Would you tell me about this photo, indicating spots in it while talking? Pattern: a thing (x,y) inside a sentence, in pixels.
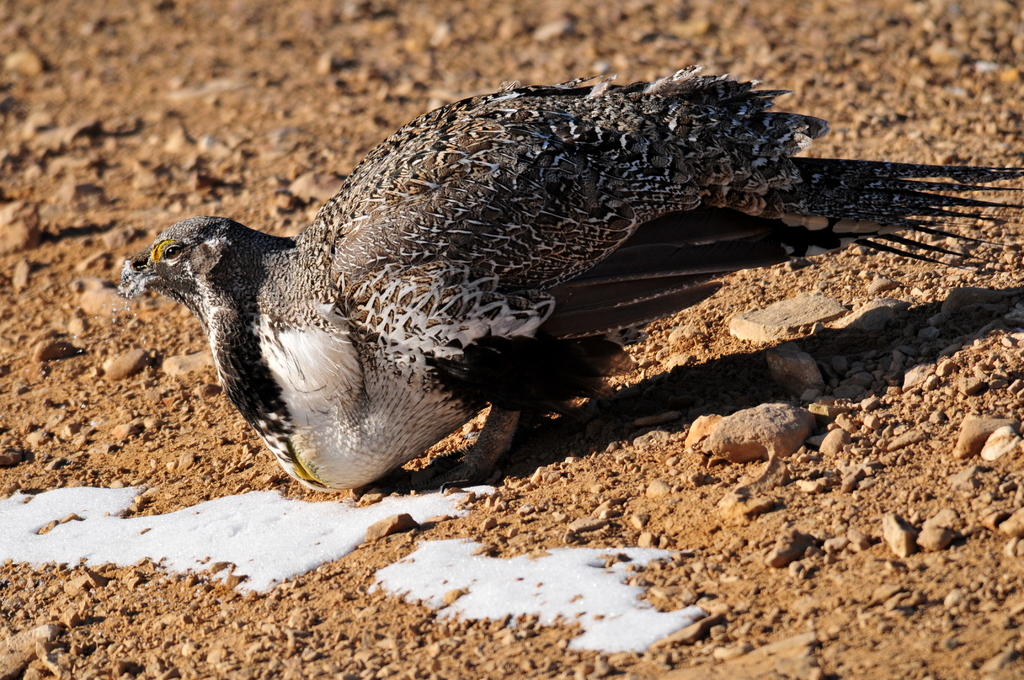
In this image we can see a bird (392,287), small stones (88,56) and white color snow (237,558) on the ground (243,606).
